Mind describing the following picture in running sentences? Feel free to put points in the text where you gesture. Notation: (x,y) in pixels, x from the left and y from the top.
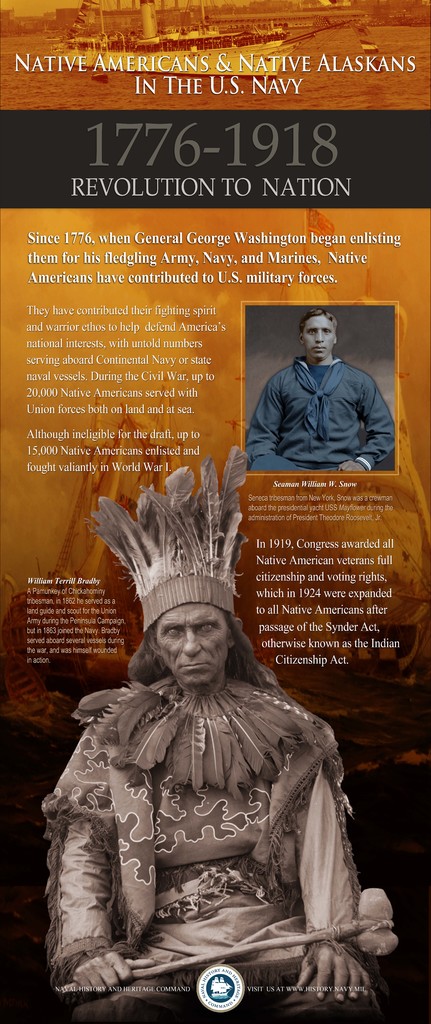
In this image I can see a person (175,979) wearing costume (216,757) which is in brown color. Background (270,403) I can the other person (289,424) wearing blue color dress (384,400) and I can see something written on the image.
